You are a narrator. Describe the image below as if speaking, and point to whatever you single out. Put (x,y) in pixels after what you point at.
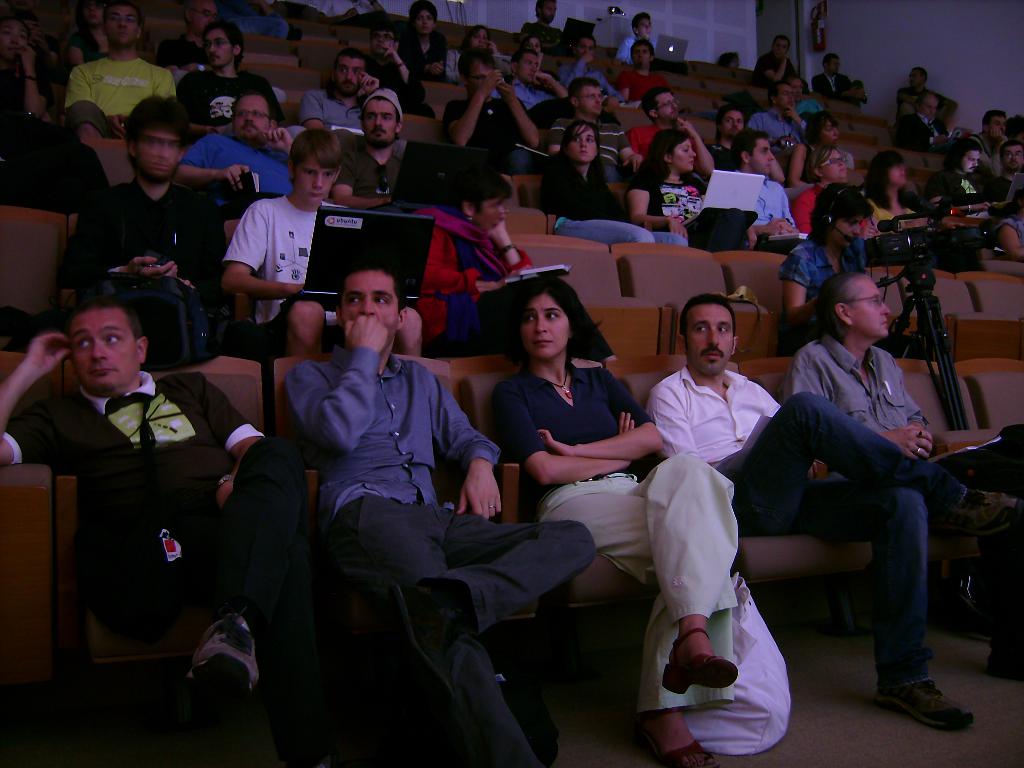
In this image we can see a group of people (838,198) sitting on chairs (993,275), some people (486,109) are holding laptops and some devices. One man (266,191) is holding a book (248,187) in his hand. On the right side of the image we can see a camera (920,258) on a tripod (932,281). At the bottom of the image (751,711) we can see a bag (770,673) placed on the ground (810,767). At the top of the image (825,28) we can see a fire extinguisher (813,19) on the wall (854,58) and a door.
